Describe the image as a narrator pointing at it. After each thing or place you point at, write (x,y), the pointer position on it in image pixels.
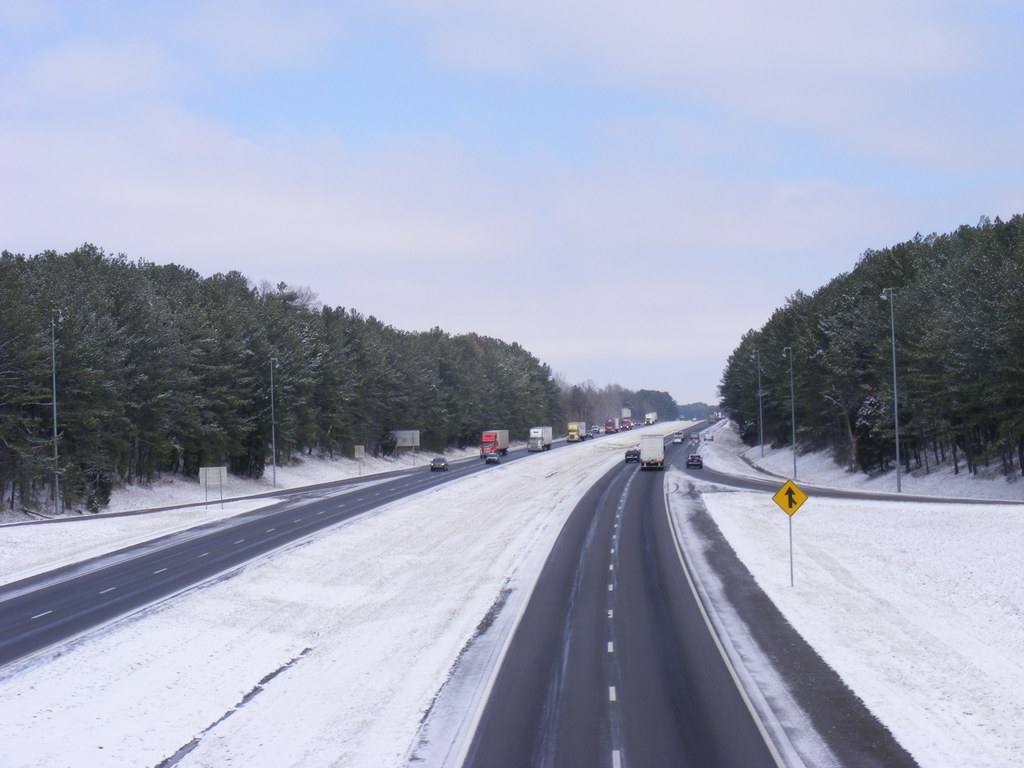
In the foreground (688,587) I can see sign boards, light poles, snow (813,558), fleets of vehicles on the road (363,511), fence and trees (472,407). At the top (619,202) I can see the sky (559,300). This image is taken may be on the road (12,611).
